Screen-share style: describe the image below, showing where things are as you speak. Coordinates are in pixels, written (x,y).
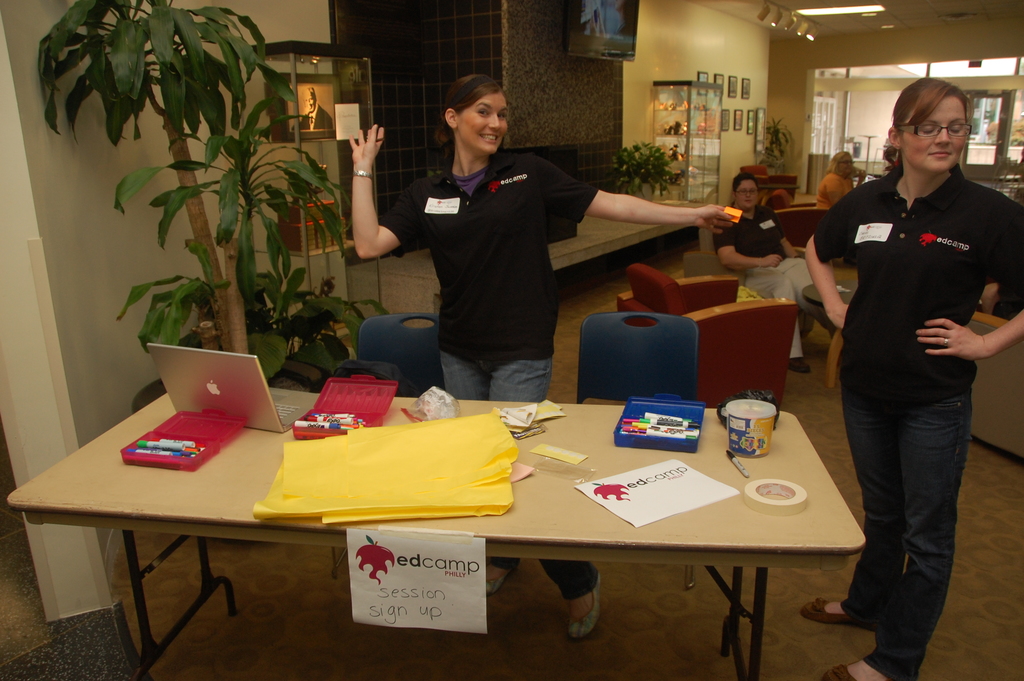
In this image there are 2 woman (470,348) standing and smiling, a table (700,449) in which laptop (264,416), cover (470,439), bag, papers (645,481), tape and a plant (344,315) and at the back ground (723,31) there is a rack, frames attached to the wall (685,55), and woman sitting in the chair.
